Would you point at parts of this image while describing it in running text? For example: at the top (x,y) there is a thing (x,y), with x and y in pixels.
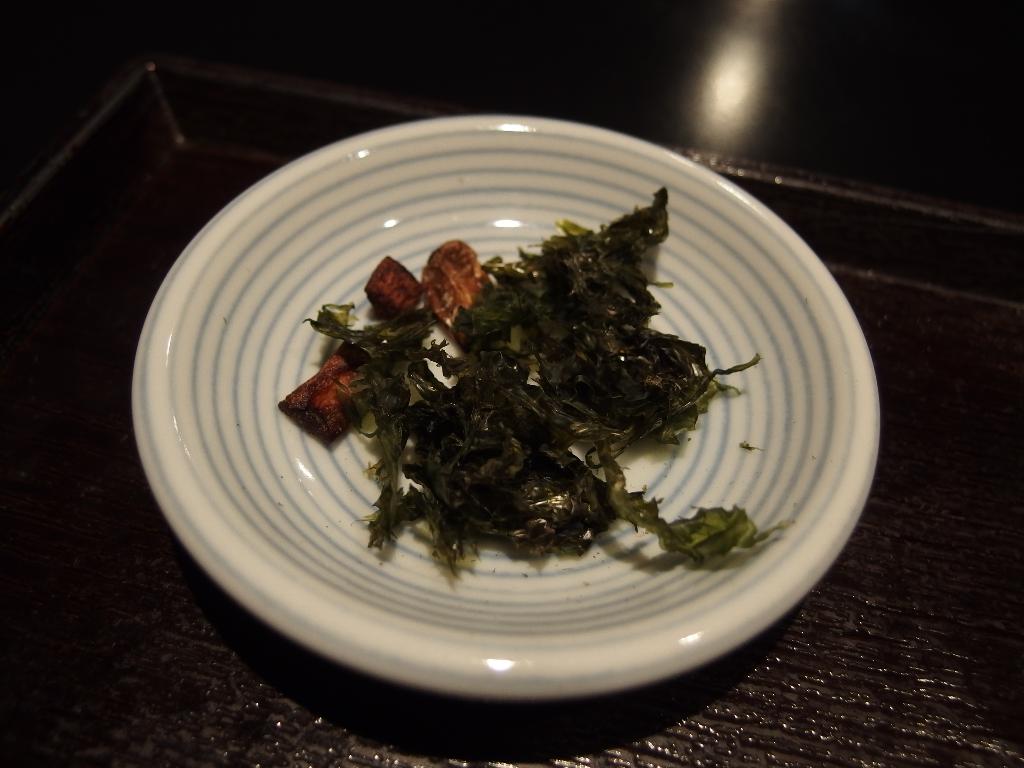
In this picture we can see food (471,335) in a plate (308,297) and the plate (286,297) is on the tray (65,582). Behind the tray (35,207), there is a dark background (949,94) and light (730,80).
